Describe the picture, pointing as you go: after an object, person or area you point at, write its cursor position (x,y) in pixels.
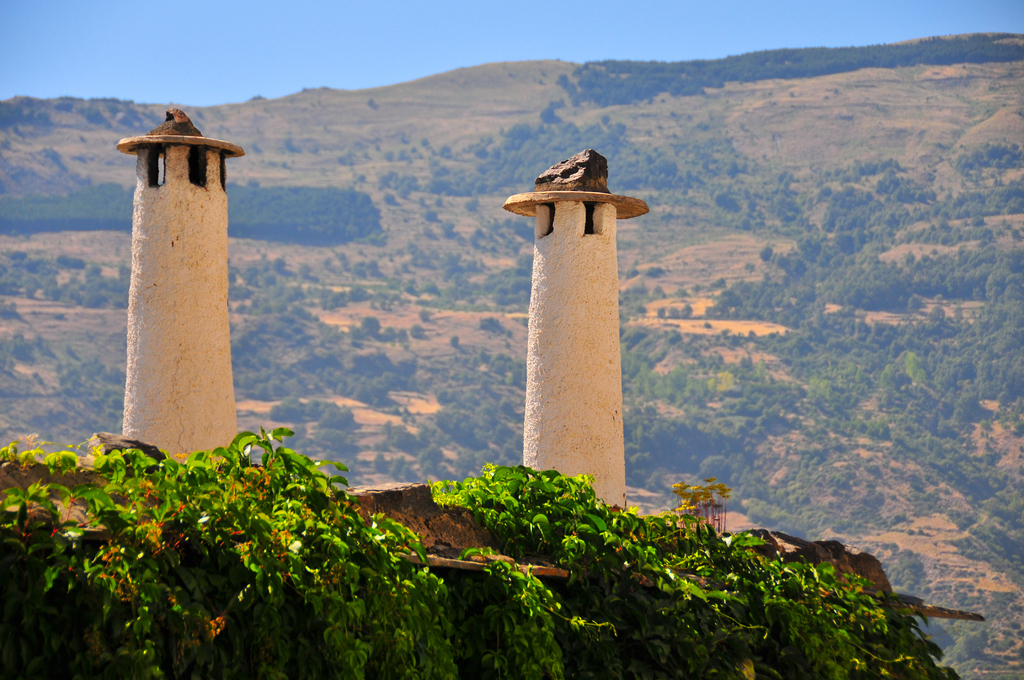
In this image I can see two chimneys (585,248), green leaves (566,510). Back I can see trees (800,198) and mountains (669,119). The sky (421,65) is in blue color.
